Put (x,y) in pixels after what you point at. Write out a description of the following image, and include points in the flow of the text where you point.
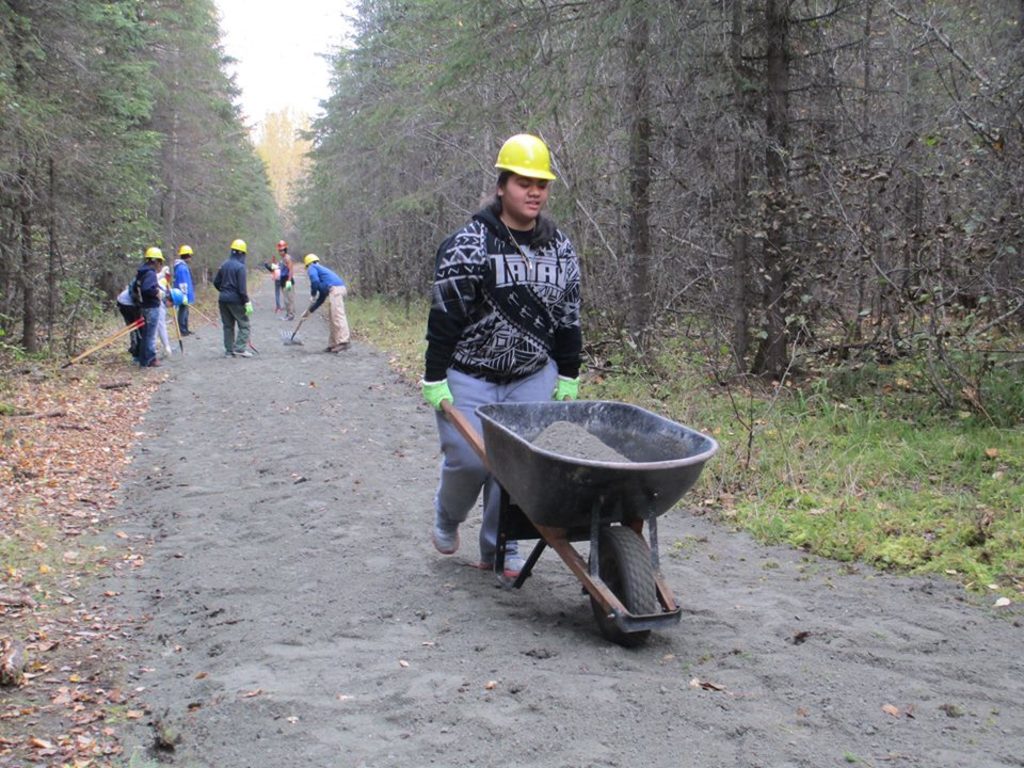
In the center of the image (483,361) there are people (348,337) working on the gravel road (397,591). There is a person (439,312) carrying a gravel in a trolley (547,414). To the both sides of the image there are trees (199,154).
